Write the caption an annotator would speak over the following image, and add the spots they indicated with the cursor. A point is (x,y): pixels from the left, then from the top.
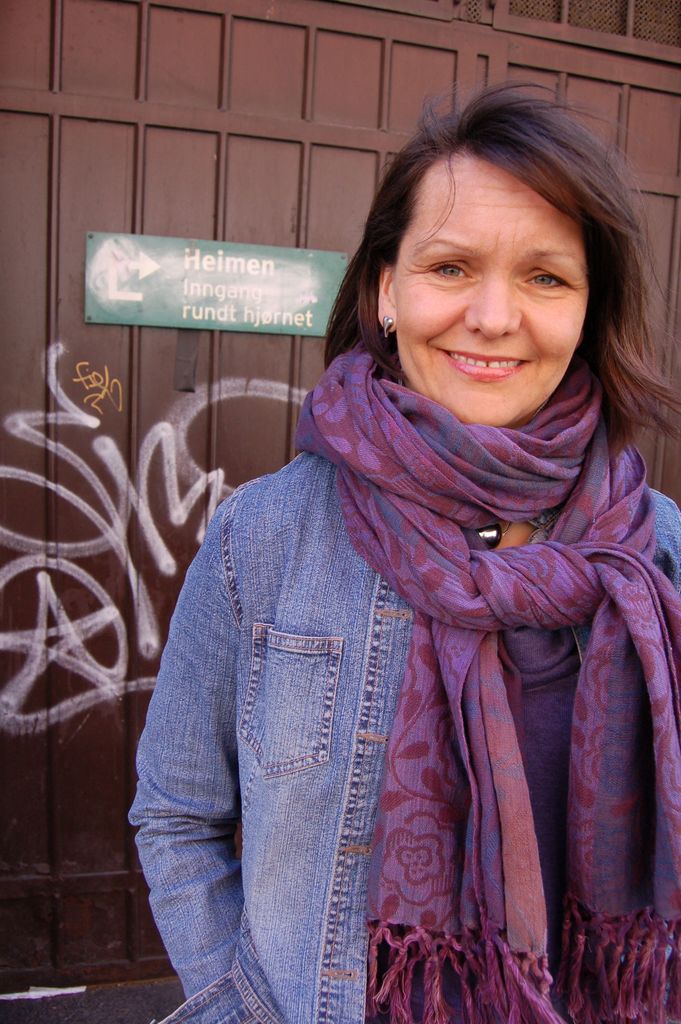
In this picture there is a woman (499,347) smiling, behind her we can see board (304,289) and drawing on metal object (342,215) and we can see mesh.
